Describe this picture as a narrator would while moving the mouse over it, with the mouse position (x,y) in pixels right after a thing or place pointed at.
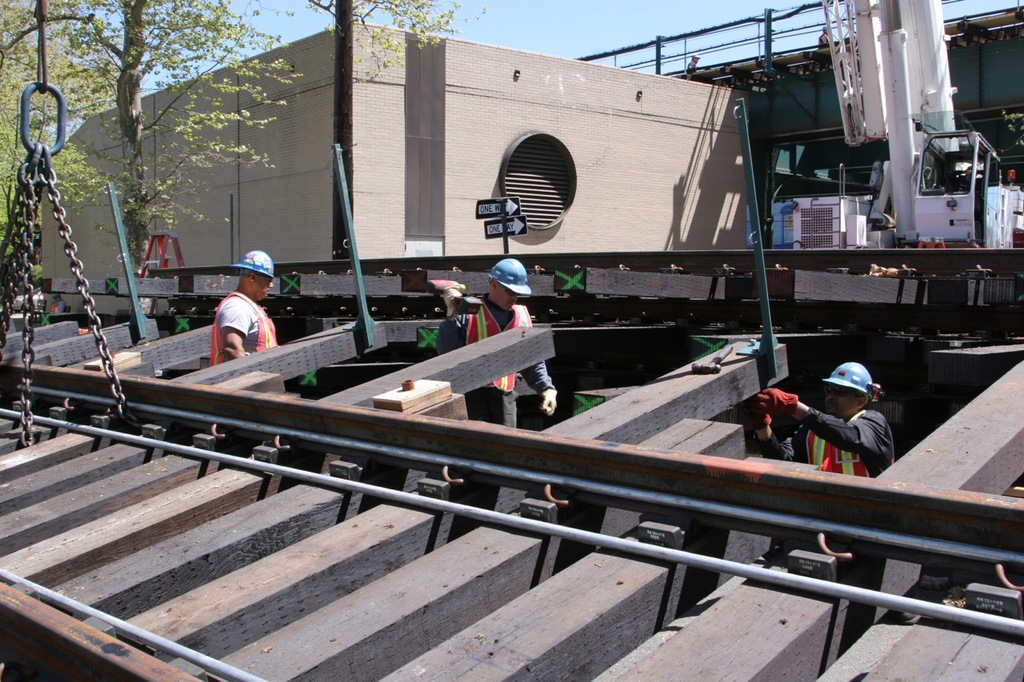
Here we can see a railway track (333,480), chains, poles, boards (723,436), and three persons (860,405). There are trees (181,88), building (685,132), and objects (809,136). In the background (794,27) there is sky (599,13).
